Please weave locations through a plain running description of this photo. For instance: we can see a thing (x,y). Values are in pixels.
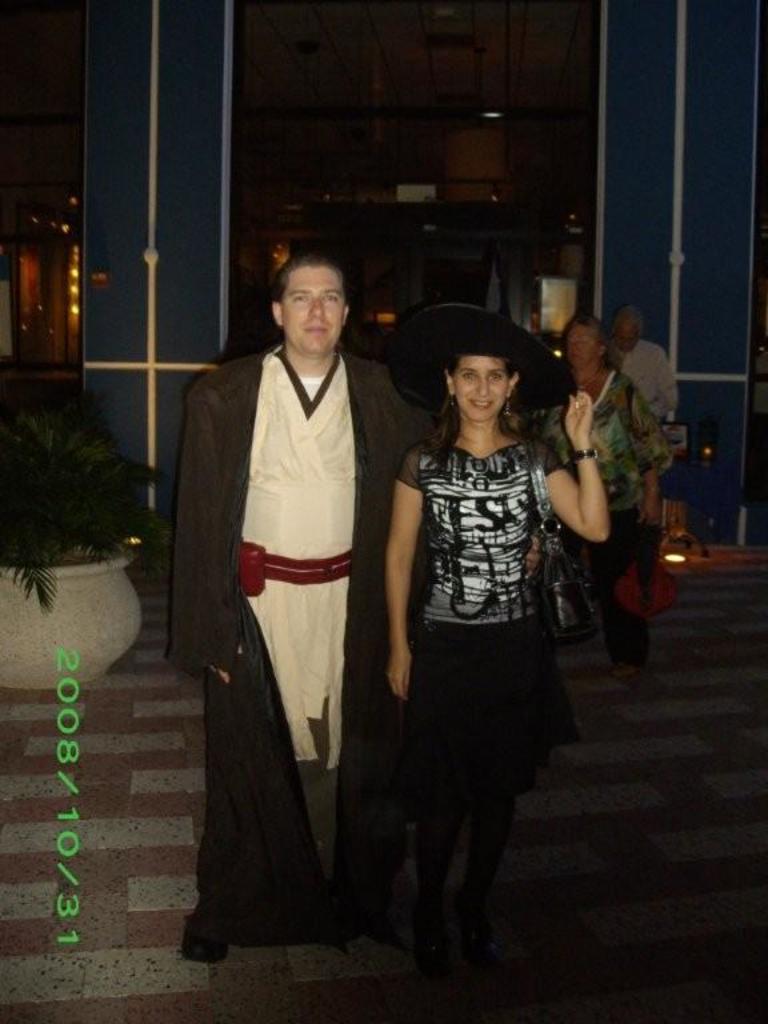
In the center of the picture (333,492) there is a couple (332,553) standing. On the left (80,532) there are house plant (52,523), light (73,271) and wall (145,225). In the center of the background (628,440) there are people (671,386) in wall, light (493,113) and door (415,236). On the right (685,288) there is a pillar (697,324) and light (676,553).
